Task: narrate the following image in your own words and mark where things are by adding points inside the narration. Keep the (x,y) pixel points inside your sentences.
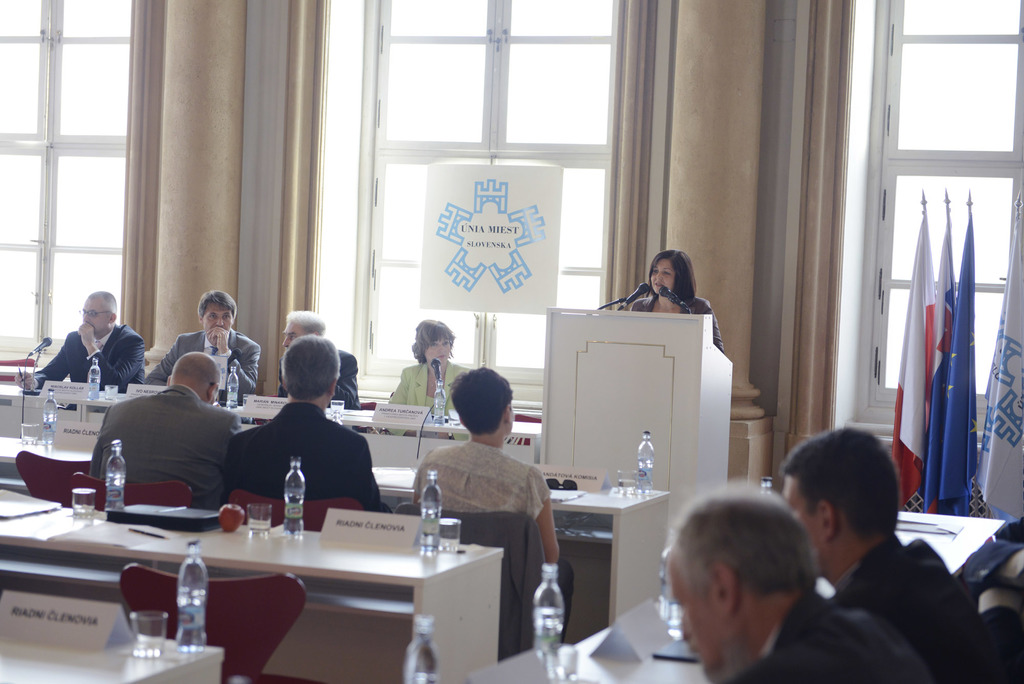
The image is inside the conference hall (740,442). In the image there are group of people (533,490) who are sitting on chair (311,508) in front of a table (556,508), On table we can see a water bottle (295,508), glass (250,514), apple (223,518), laptop (203,521), paper (104,523), microphone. In middle (682,290) there is a woman (695,308) standing in front of a podium (599,321), on podium (646,320) we can see a microphone (668,290). On right side (918,50) there is a window (934,68) which is closed, curtain (635,79) which are in cream color, flags (937,353). In background (712,289) there is a hoarding (541,289) and a wall (202,135) which is in cream color.
